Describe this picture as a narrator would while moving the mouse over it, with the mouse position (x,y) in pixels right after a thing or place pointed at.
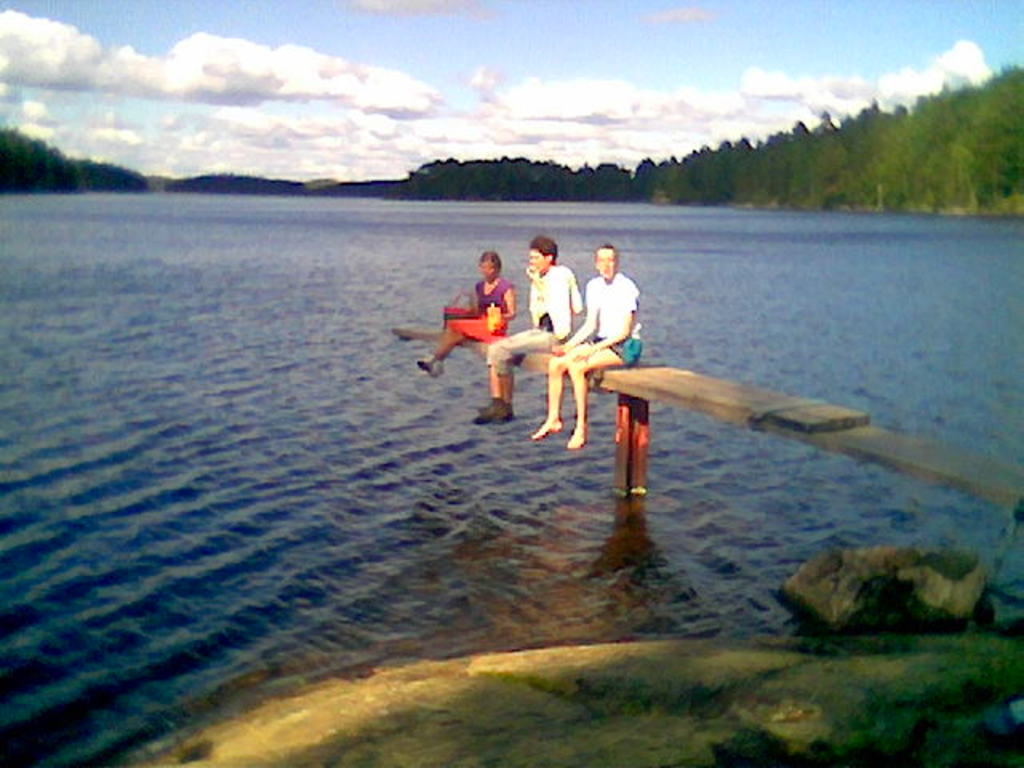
In this image we can see three people (534,345) sitting on the wooden surface (544,365) and they are holding some food items (494,327) in their hands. There is a sea (349,235) and many trees (729,175) in the image.
